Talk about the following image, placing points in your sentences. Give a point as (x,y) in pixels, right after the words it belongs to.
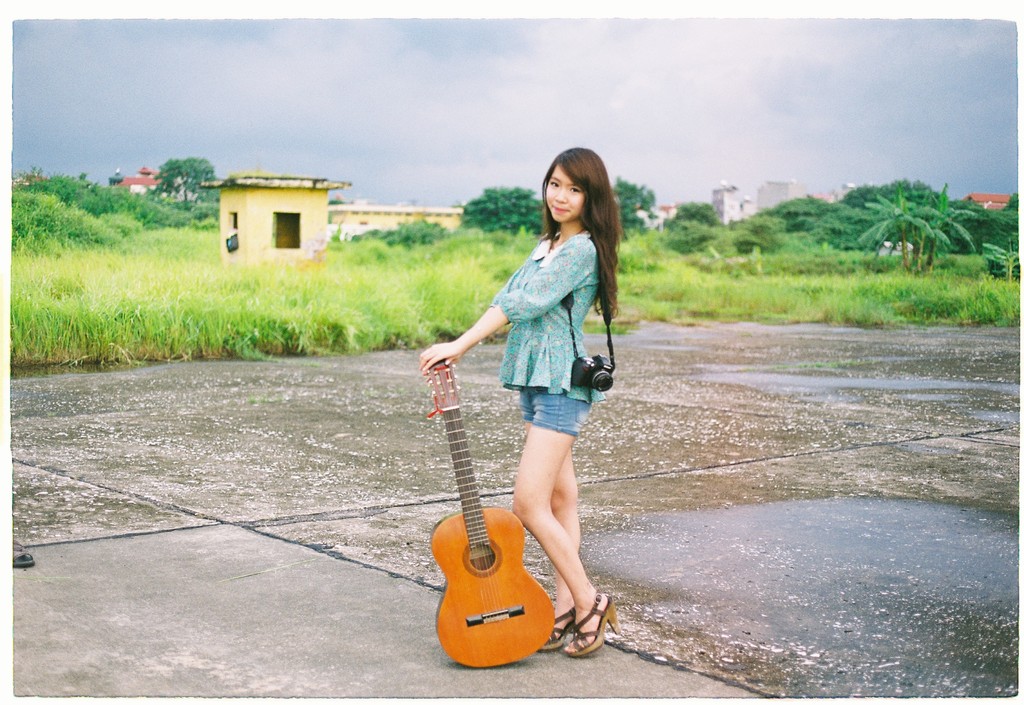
In this picture outside of the city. She is standing. She is holding a guitar (498,519). She is smiling. She is wearing a camera (578,378). We can see in background (538,101) trees (531,204), buildings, sky (474,83).
